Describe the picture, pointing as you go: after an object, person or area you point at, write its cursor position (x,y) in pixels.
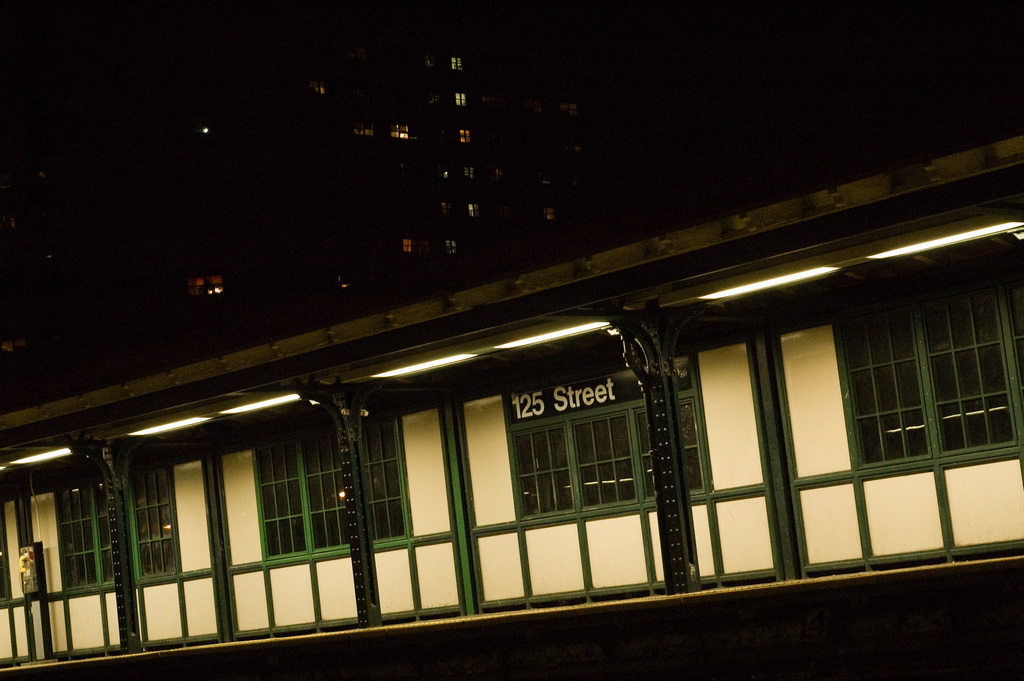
In this image, we can see buildings (511,145). we can see windows (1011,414) and lights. We can see the shed (408,355), some windows (971,420) and there is some text (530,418) and number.
